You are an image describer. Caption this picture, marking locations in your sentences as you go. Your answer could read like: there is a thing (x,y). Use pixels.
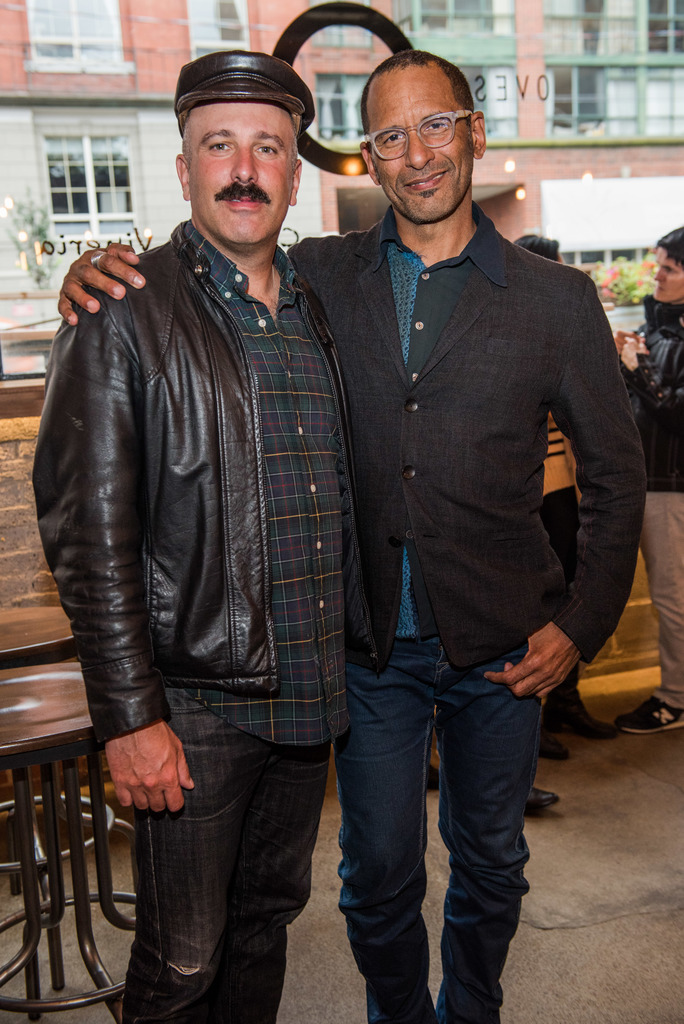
In this image I can see two men (624,406) are standing where one is wearing a cap (194,109) and another one is wearing a specs (375,138). I can also see a smile (439,172) on his face (427,195). In the background (674,534) I can see few more people (644,716), few tables (52,693) and a building (119,81).
